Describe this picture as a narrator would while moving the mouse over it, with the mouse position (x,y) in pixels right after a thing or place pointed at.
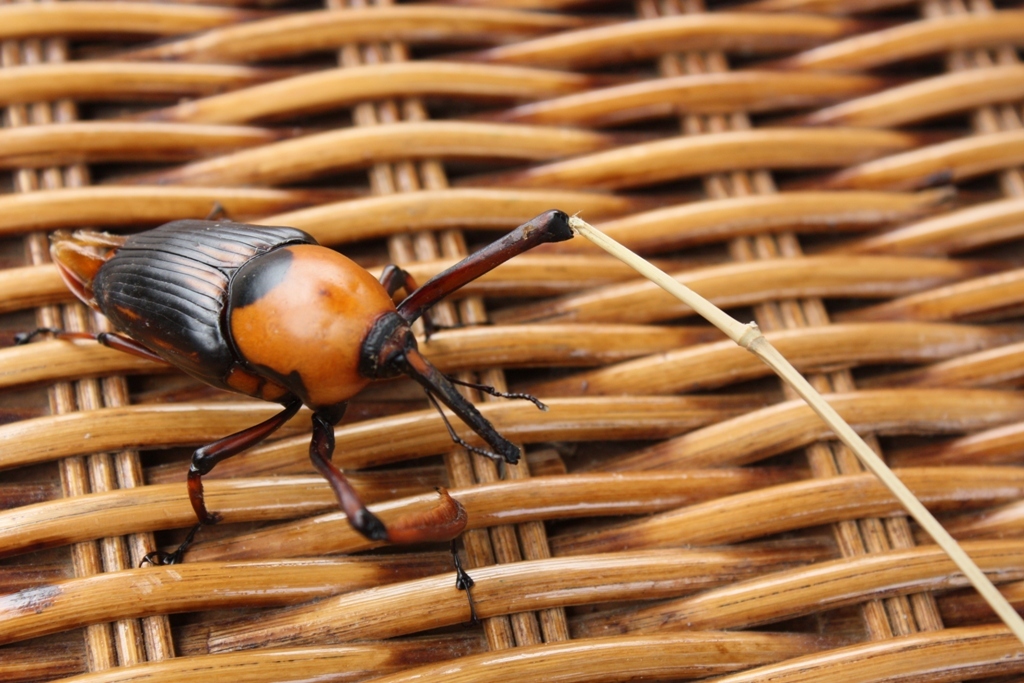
In this picture there is an insect (223,281), on a wooden object (607,368).
